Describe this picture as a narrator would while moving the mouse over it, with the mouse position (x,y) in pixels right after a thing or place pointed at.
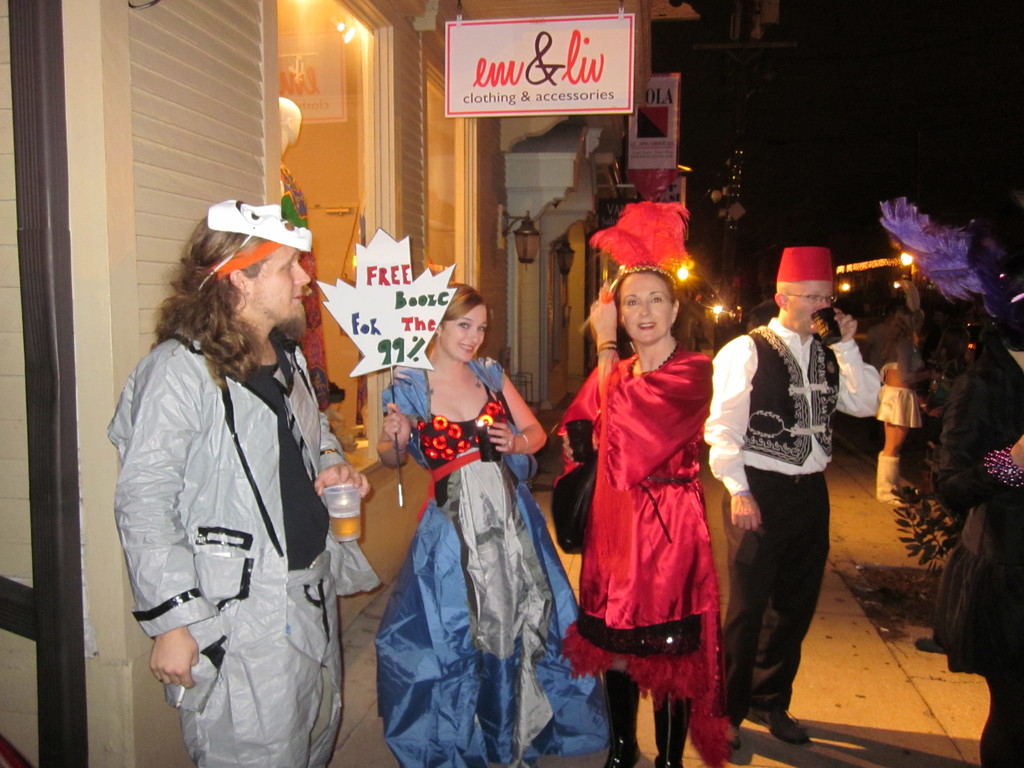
In this image I can see few people (299,493) standing and wearing different costumes (680,382). They are holding glass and boards (376,297). Back I can see buildings (373,122) and lights (526,229). I can see mannequin doll (291,132).
